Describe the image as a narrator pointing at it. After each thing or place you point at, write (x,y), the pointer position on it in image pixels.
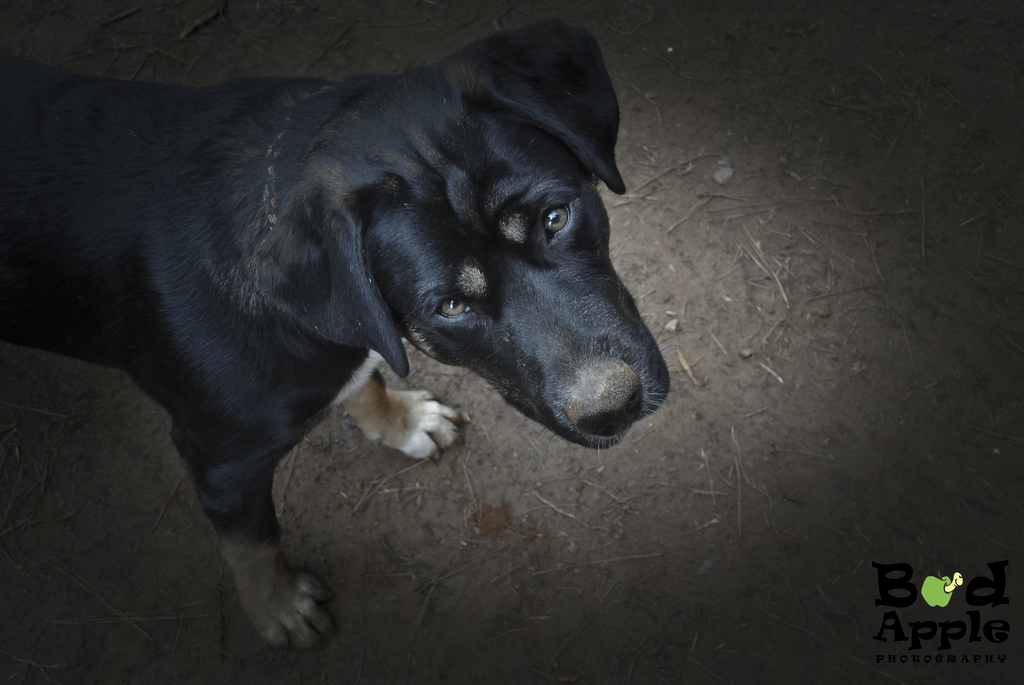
On the left side (250,363), there is a black color dog (282,222) on the ground (295,568), on which there are small sticks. On the bottom right (943,582), there is a watermark (940,623).
